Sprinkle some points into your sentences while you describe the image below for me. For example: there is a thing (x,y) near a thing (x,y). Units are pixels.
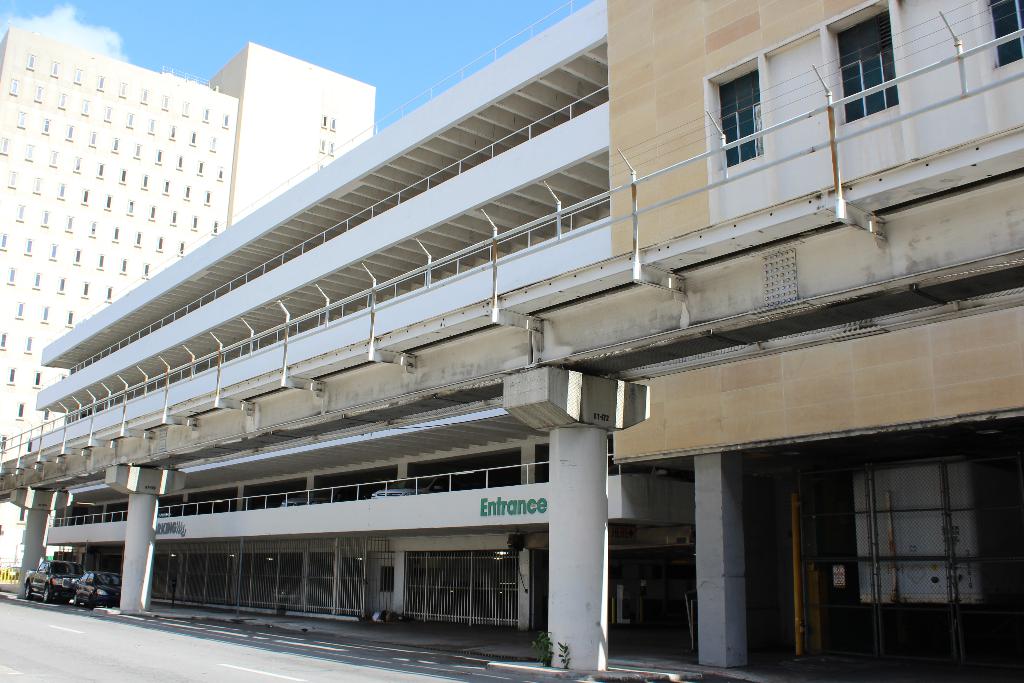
In this image there are buildings (538,243). At the bottom (49,584) we can see cars (96,604) on the road (253,663). In the background (383,80) there is sky (218,38).
